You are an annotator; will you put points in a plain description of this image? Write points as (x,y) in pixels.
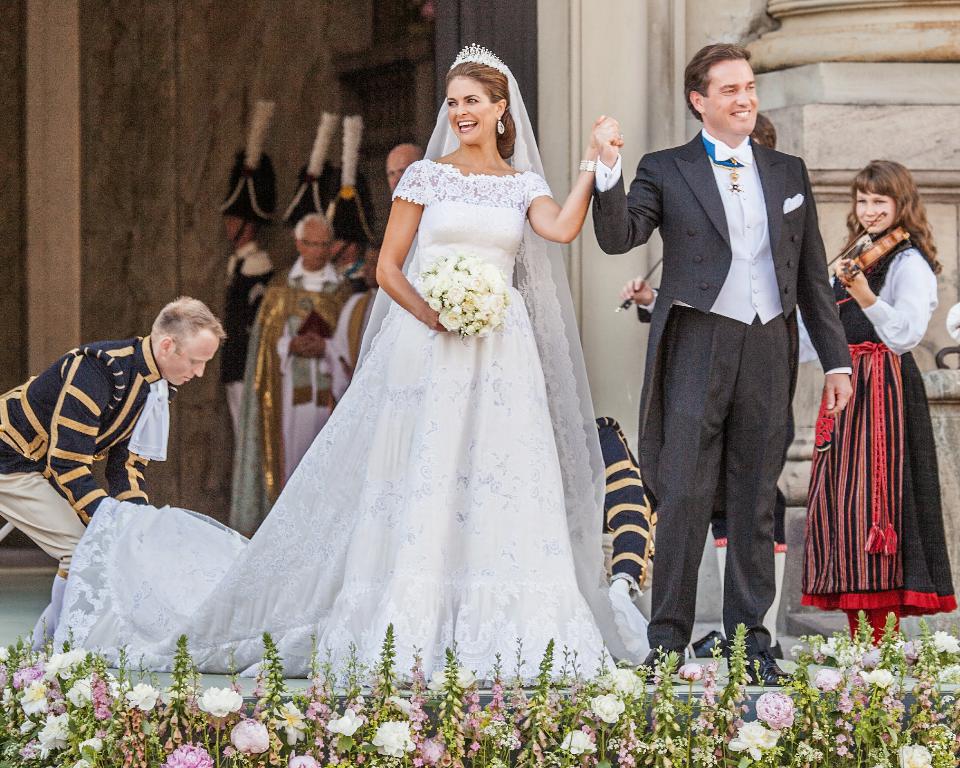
In the center of the image (405,422) we can see a bride (455,476) and groom (680,256) and they both are smiling and holding their hands (596,157) each other and a bride (480,253) is holding a bouquet (471,298). In the background of the image (281,344) we can see the wall (704,43) and some people (271,190) are standing and some of them are playing violin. On the left side of the image (84,412) we can see a man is holding the bride frock (227,563). At the bottom of the image (495,680) we can see the floor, flowers (440,738) and plants (132,759).
